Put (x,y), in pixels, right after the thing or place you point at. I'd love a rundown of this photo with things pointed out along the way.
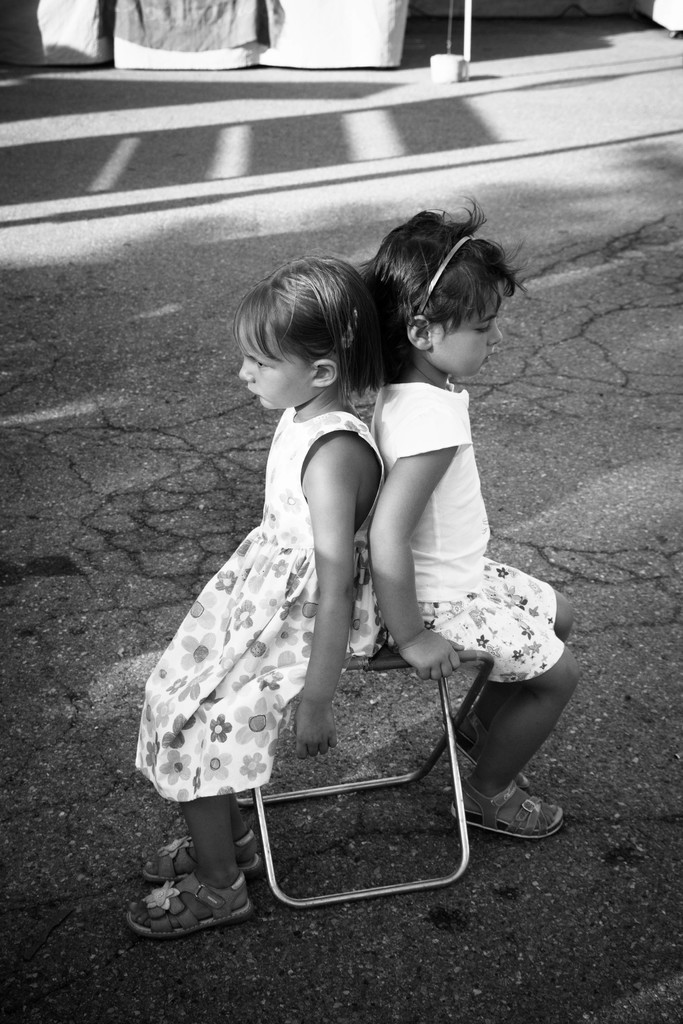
In this black and white image, we can see kids (324,582) sitting on the chair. There is an object (317,46) at the top of the image (271,29).
